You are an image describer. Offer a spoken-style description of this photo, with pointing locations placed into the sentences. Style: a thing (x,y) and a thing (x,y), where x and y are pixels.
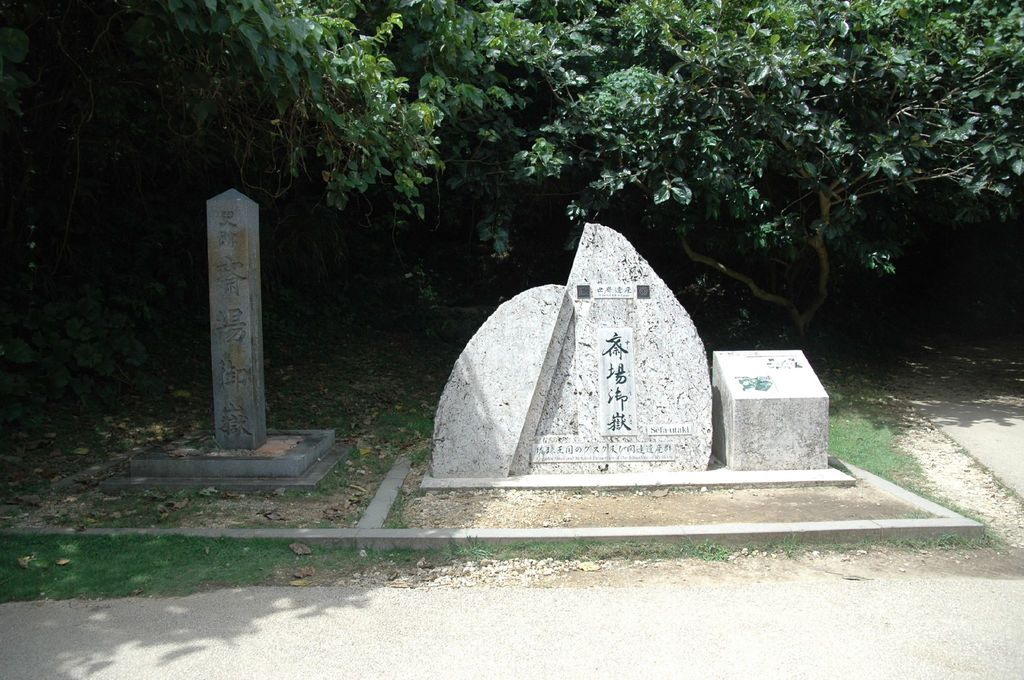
In this picture there are two headstones (549,407) which has something written on it and there are trees (544,121) in the background (599,111).
